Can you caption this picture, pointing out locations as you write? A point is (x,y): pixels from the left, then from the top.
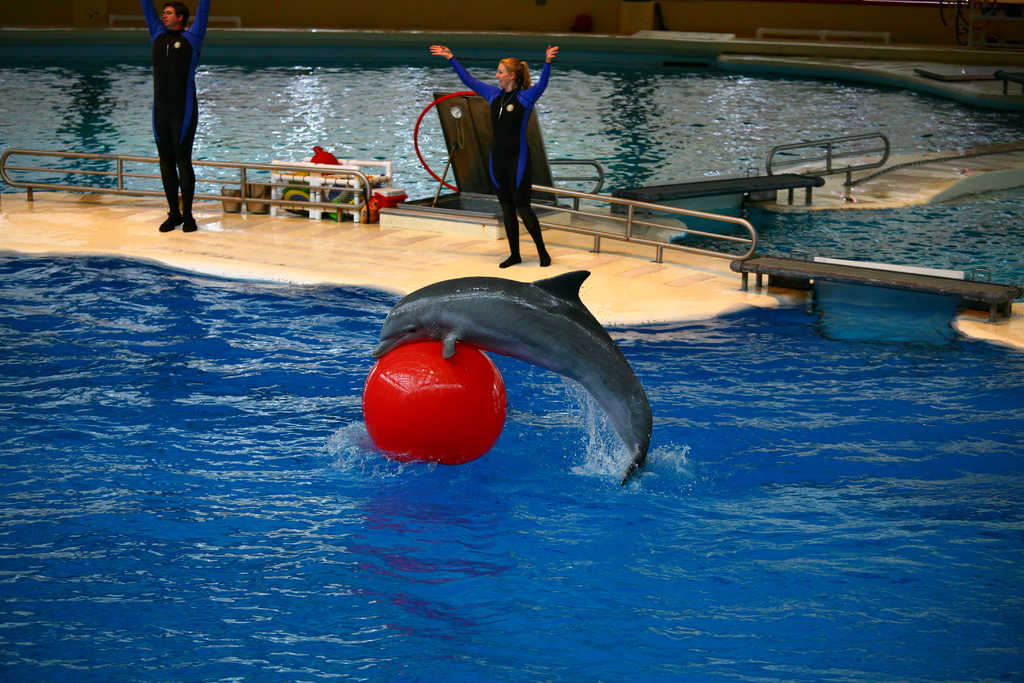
In this picture I can see the dolphin (462,324). I can see the red ball (386,387) on the water (306,465). I can see two people (158,88) standing on the surface (303,229). I can see railings (574,229).
